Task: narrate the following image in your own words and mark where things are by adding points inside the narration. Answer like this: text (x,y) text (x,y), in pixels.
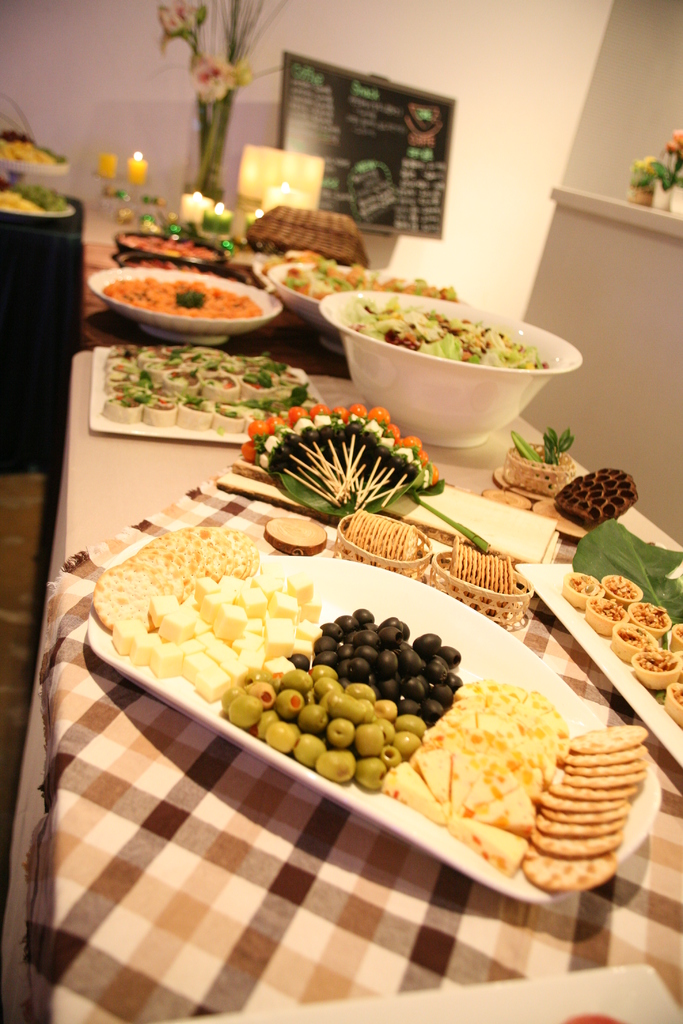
In this image, we can see bowls (318,294), plates (159,256), trays (184,265), baskets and there are many food items (268,396) and we can see some candles (184,199) which are lighted and a cloth (398,871) are placed on the table (240,913). In the background (205,77), there is a flower vase (226,104) and a board (419,138) and there is a wall (594,126).
